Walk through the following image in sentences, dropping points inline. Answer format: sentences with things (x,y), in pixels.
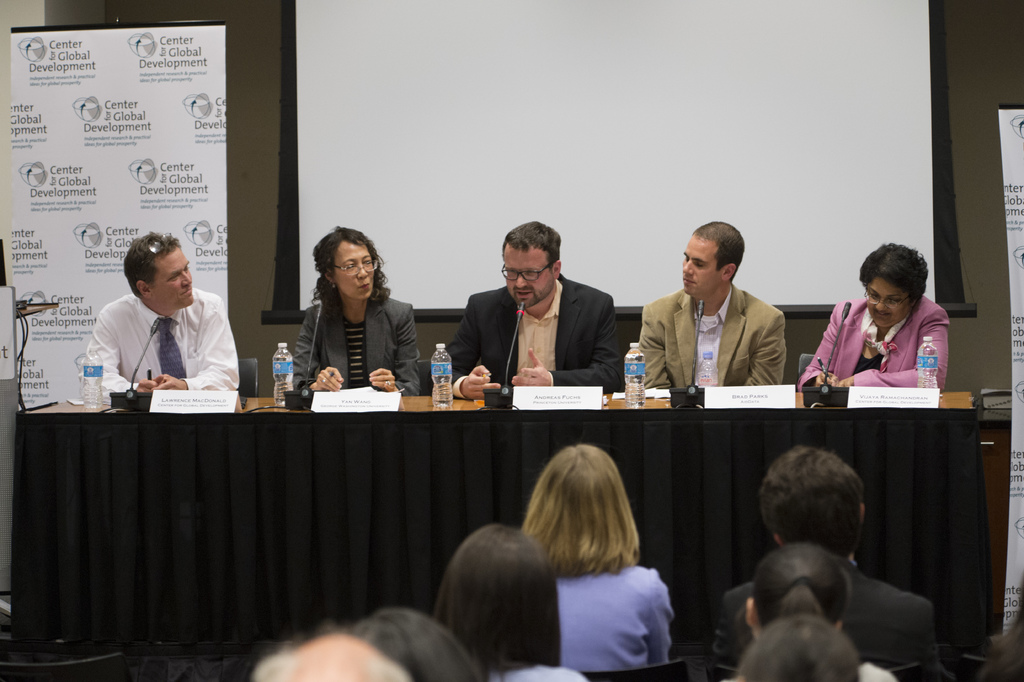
This image is clicked in a meeting room (585,520) where there is a table (23,425) and table (922,415) consists of name boards (917,396) and bottles (284,386) on that, there is a mic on the table (884,416), there are so many mics (509,385) on the table (867,415) and 5 people (488,371) are sitting on the chairs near the table (52,469), there is a podium (5,313) left side (18,308) and there is banner (77,181) on the left side (95,213). There are two women (323,290) and three men (571,289) sitting. The person (560,339) who is sitting in the middle (516,352) with black blazer (586,297) and yellow color shirt (557,357) is talking something and in front of them there are so many people (538,668) who are sitting.
